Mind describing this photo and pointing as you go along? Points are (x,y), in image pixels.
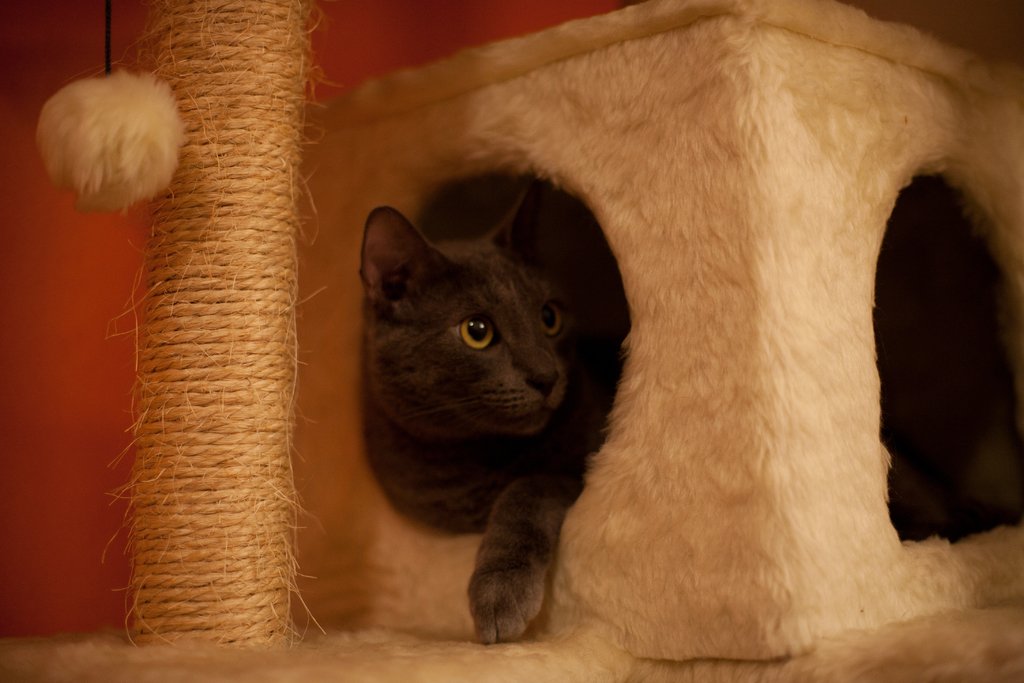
In the image we can see a box (691,566), in the box (477,233) there is a cat (537,185). Behind the box (603,189) there is wall (62,18).
